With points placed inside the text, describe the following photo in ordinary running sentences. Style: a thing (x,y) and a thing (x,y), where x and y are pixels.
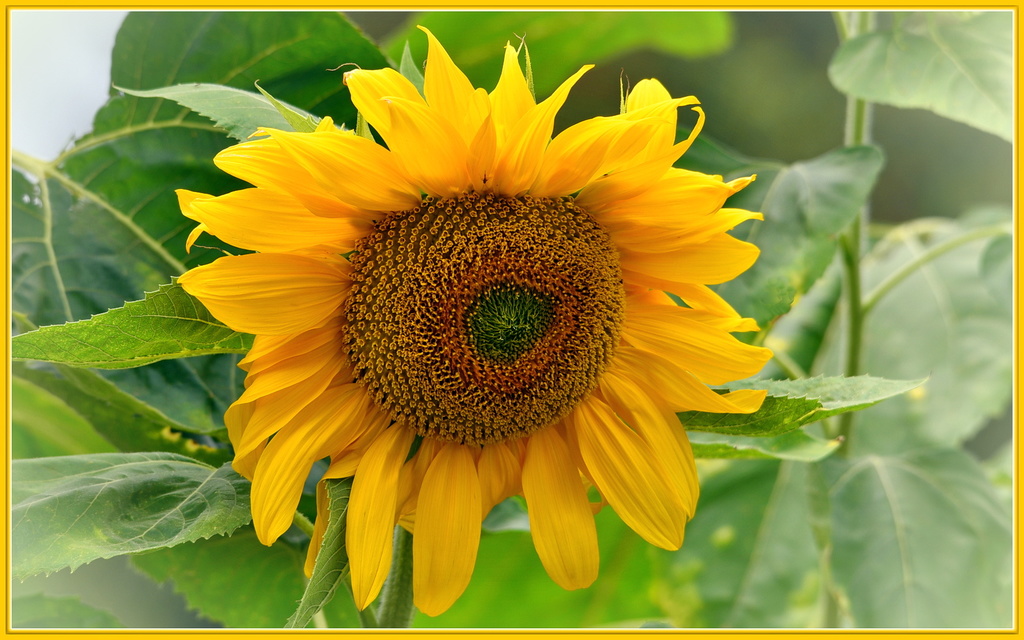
In this image, I can see a sunflower (329,244) with yellow petals (307,373). These are the leaves (209,183). This looks like a stem (395,574).
